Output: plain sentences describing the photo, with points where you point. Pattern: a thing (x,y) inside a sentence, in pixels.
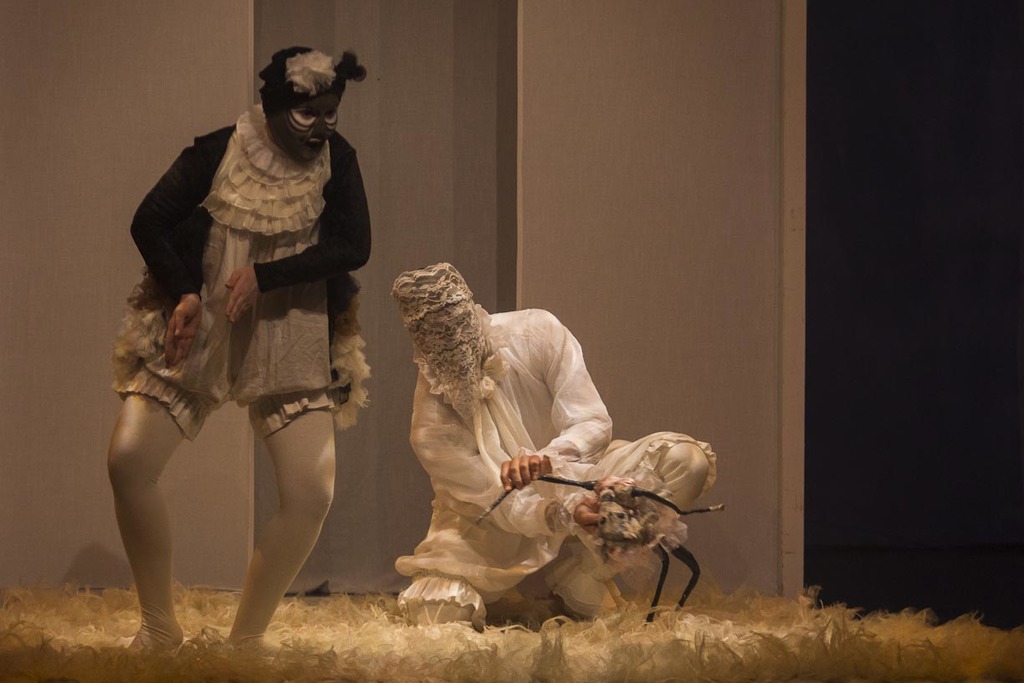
In this image we can see two people (422,422) wearing mask (425,300). In the background of the image (683,310) there is wall (161,118). At the bottom of the image (124,651) there is white color surface (276,633).
